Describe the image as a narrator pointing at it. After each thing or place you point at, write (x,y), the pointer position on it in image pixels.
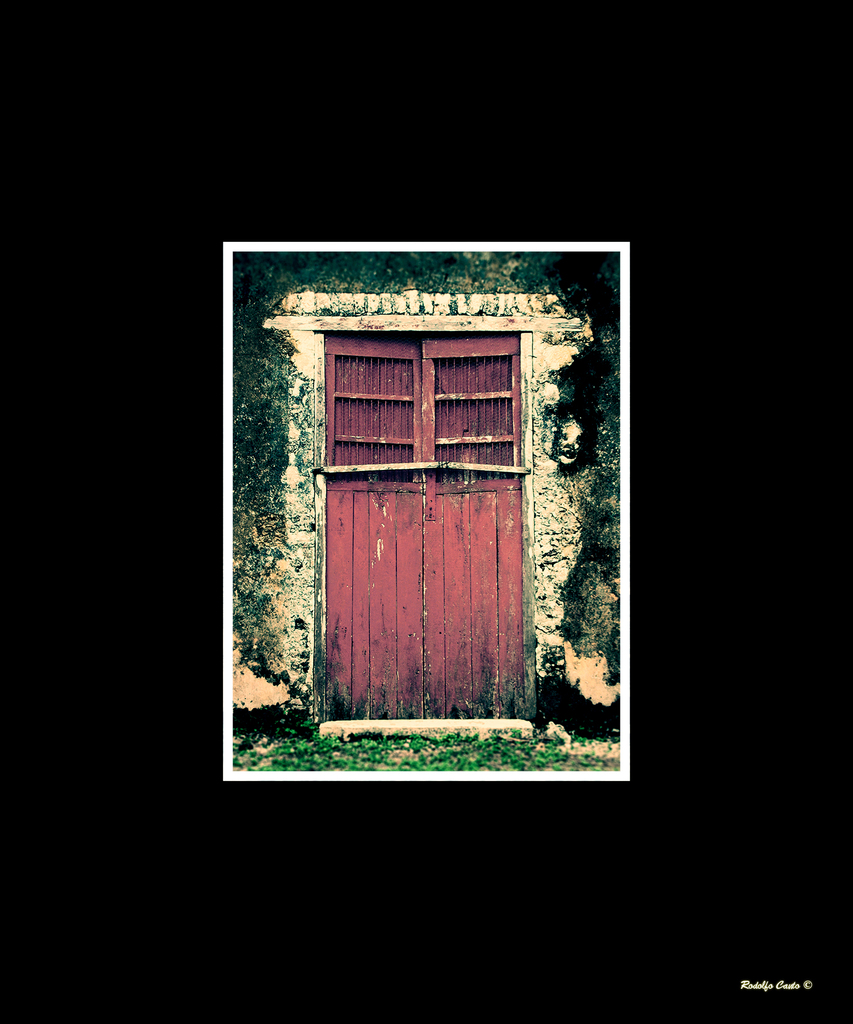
This image looks like an edited photo in which I can see a door (506,588), grass (504,744), creepers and house (560,461).
